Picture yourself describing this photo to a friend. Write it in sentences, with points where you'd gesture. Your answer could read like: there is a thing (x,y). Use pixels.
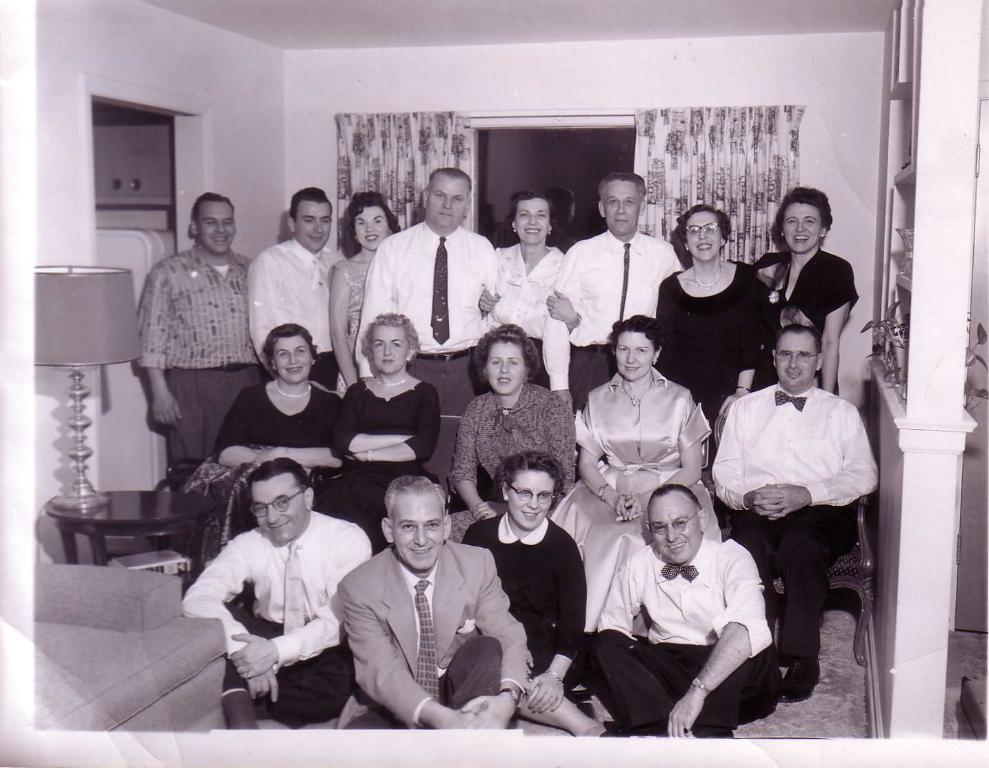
Here we can see that a group of people (305,225) standing and some are sitting on the floor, and at back (378,142) here is the curtain (447,125), and here is the wall (198,63), and here is the table (125,496) and lamp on it.
